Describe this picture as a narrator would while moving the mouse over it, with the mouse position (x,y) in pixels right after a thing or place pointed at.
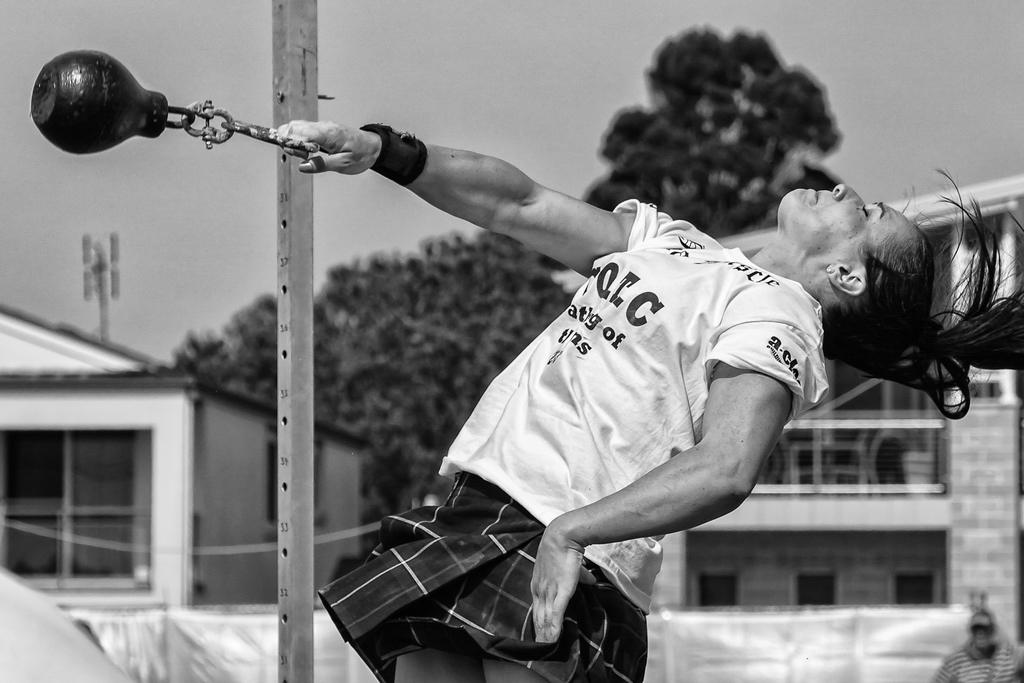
In this image there is a girl (544,406) holding some object (172,125). Beside her there is a pole (288,187). On the right side of the image (1006,665) there is a person (966,650). In the background of the image (812,655) there is a banner (215,627). There are buildings (28,421), trees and sky (518,30).
